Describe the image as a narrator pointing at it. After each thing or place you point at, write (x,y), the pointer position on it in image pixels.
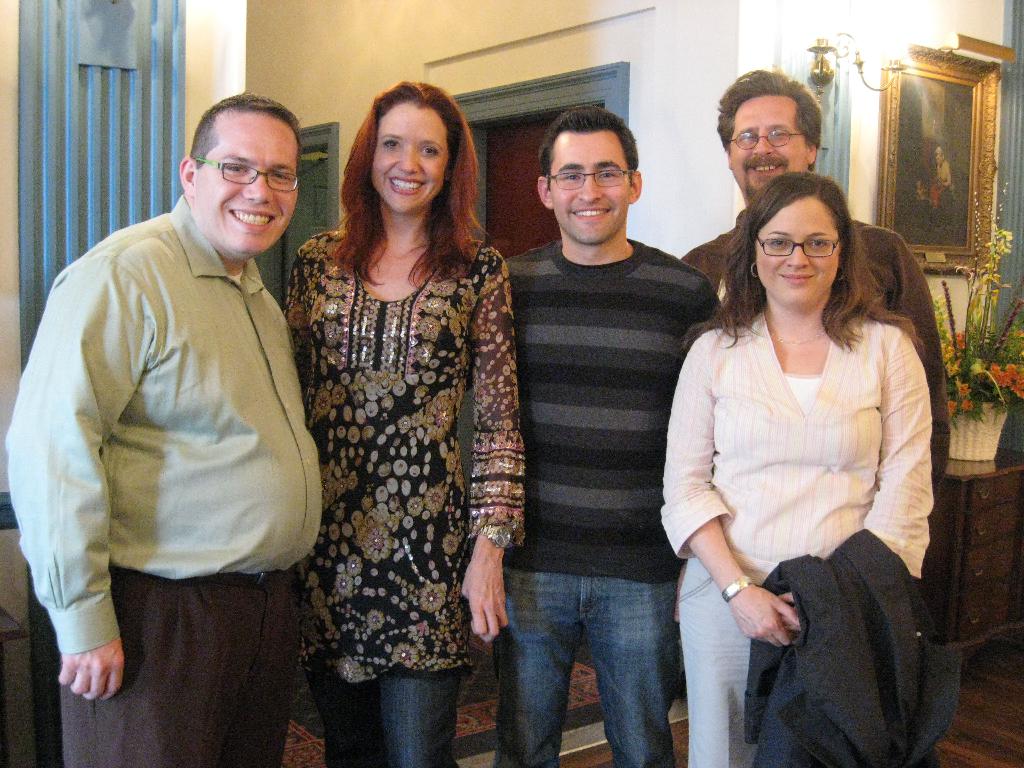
In this picture, we see three men (582,430) and two women (803,477) are standing. All of them are standing and they are posing for the photo. On the right side (1001,565), we see a table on which flower vase (966,415) is placed. Behind that, we see a white wall (871,175) on which photo frame (955,224) is placed. In the background (342,72), we see a white wall (299,64) and the doors (335,166) in grey and brown color.
